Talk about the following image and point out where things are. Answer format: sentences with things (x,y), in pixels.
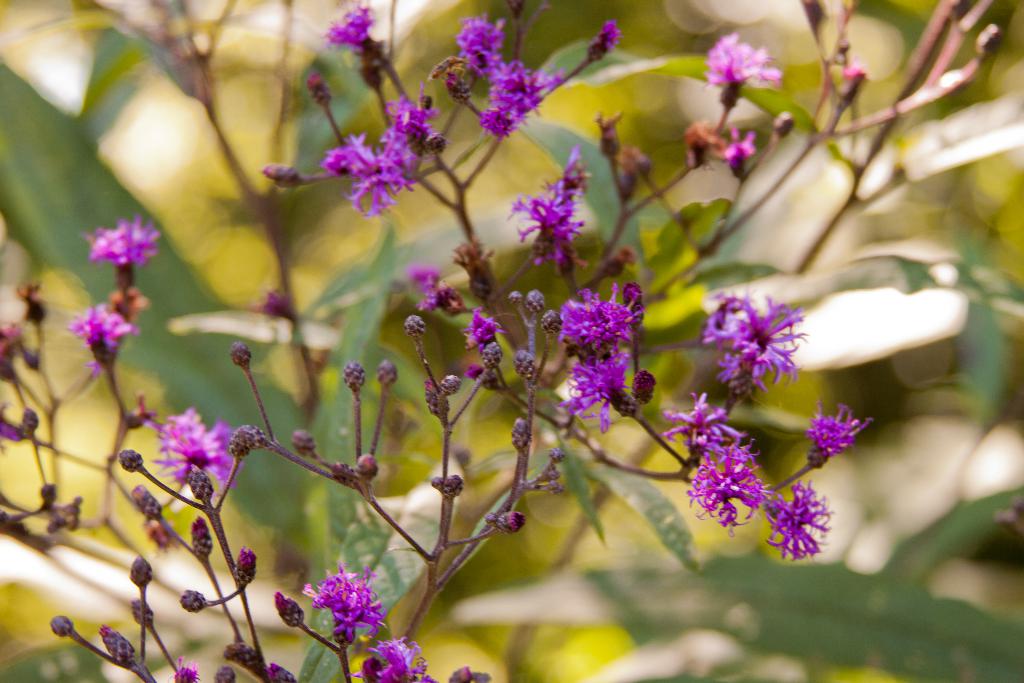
In the center of this picture (411,273) we can see the flowers (549,87) and buds (201,523). In the background (962,432) we can see the green leaves (969,319) and some other objects (943,395).
